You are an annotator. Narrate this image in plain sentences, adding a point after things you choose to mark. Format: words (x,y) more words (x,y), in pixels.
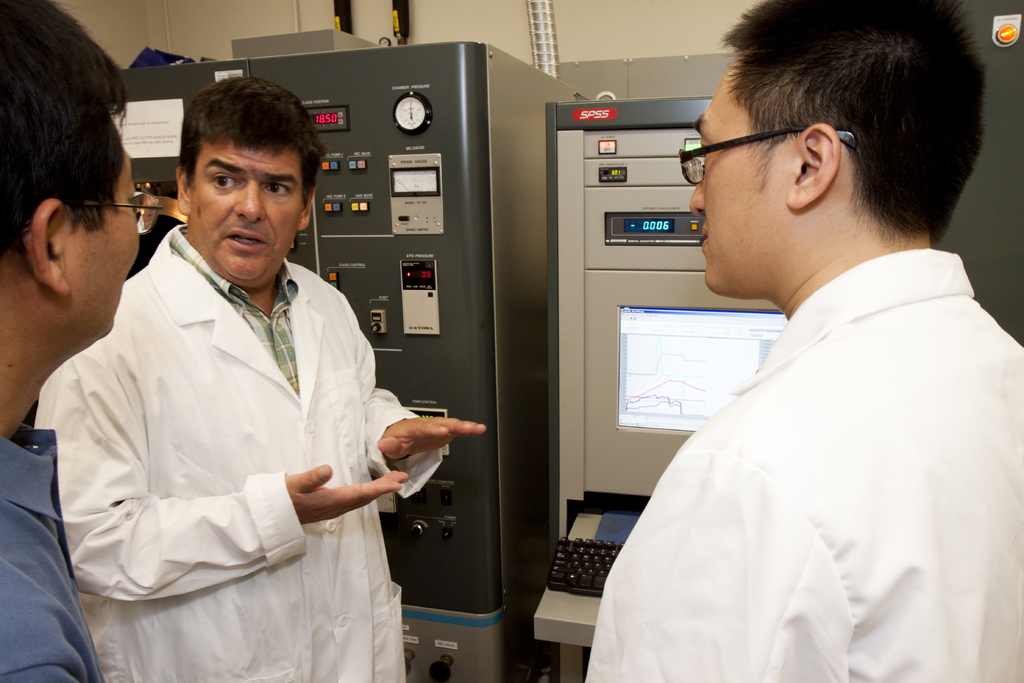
In this image there is a person (759,466) on the right side (775,458). In front of him there are two person (193,357) who are talking with each other. In the background (447,246) there are machines (439,270). On the right side (703,332) there is a computer (628,408). In front of the computer (645,426) there is a keyboard (565,589) on the table (567,601).
